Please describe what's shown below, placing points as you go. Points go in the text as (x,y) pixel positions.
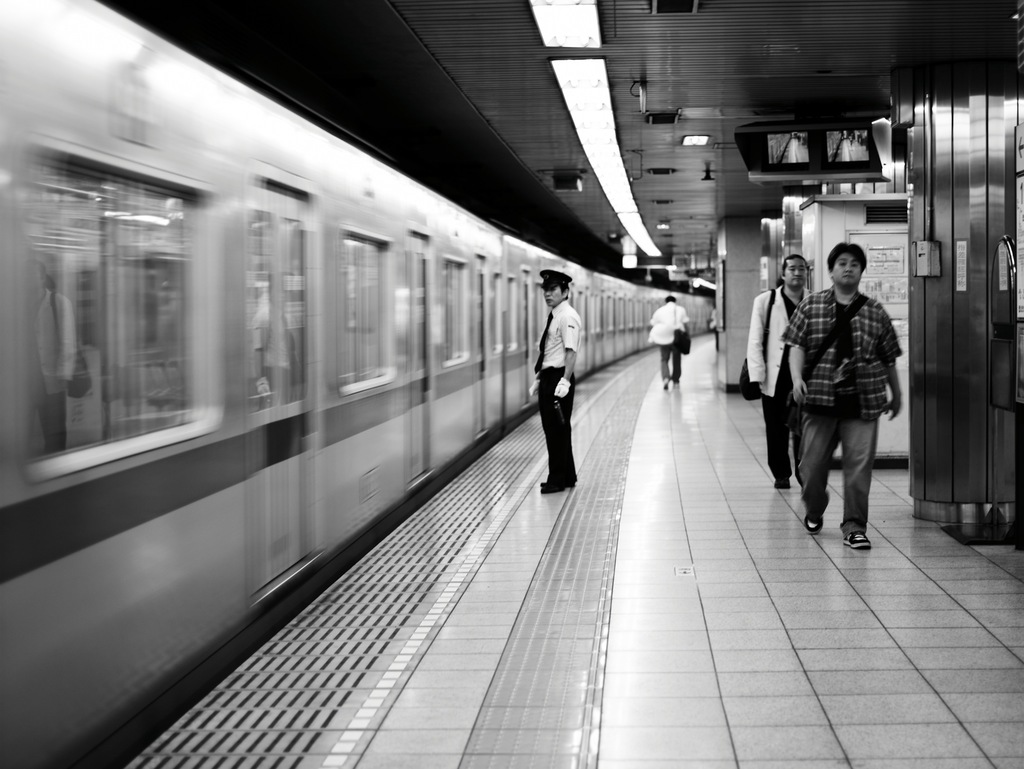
In this picture there are three person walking and there is a person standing on the platform (629,511). On the right side of the image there are boards (869,250) on the wall (909,376). At the top (611,167) there are lights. On the left side of the image (180,448) there is a train (186,294).
